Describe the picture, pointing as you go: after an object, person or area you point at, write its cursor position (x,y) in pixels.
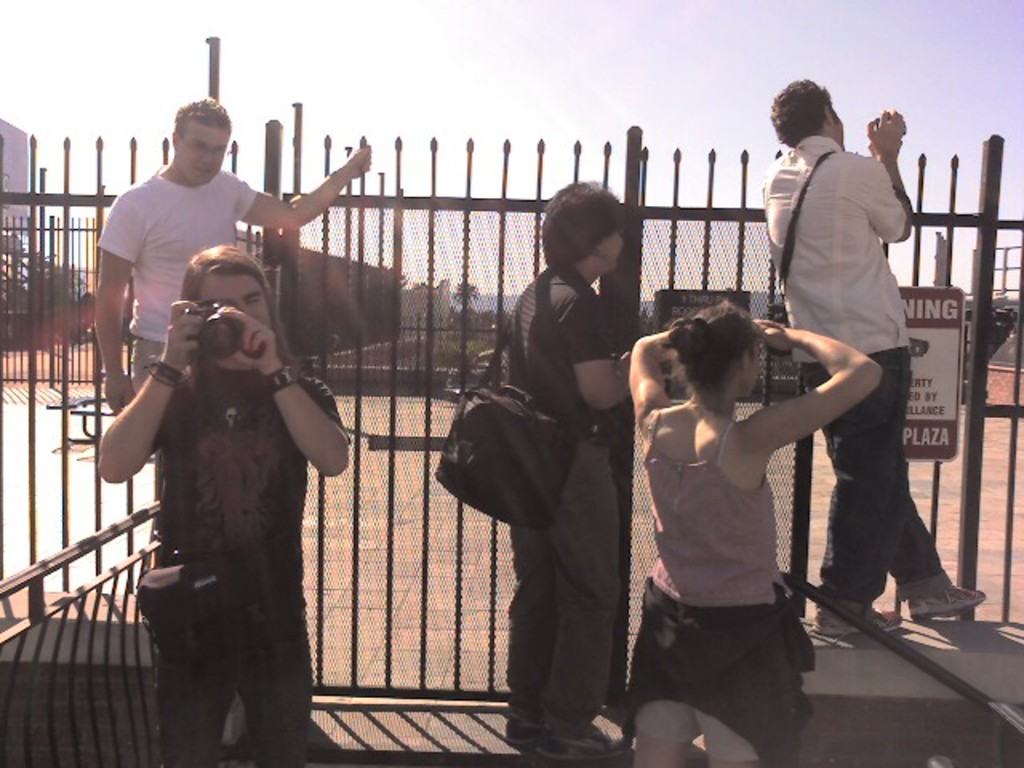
This is an outside view. On the left side (268,509) there is a person (219,543) standing, holding a camera (202,333) in the hands (186,362). At the back of this person (167,415) there is a man (172,210) standing. On the right side (843,241) there are three person (576,369) standing facing towards the back side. At the back of these people (777,243) there is a railing (359,231). In the background (10,154), I can see few trees (436,307) and buildings (7,191). On the right side (922,364) a board (935,370) is attached to the railing (986,267). At the top of the image (551,46) I can see the sky (462,36).
